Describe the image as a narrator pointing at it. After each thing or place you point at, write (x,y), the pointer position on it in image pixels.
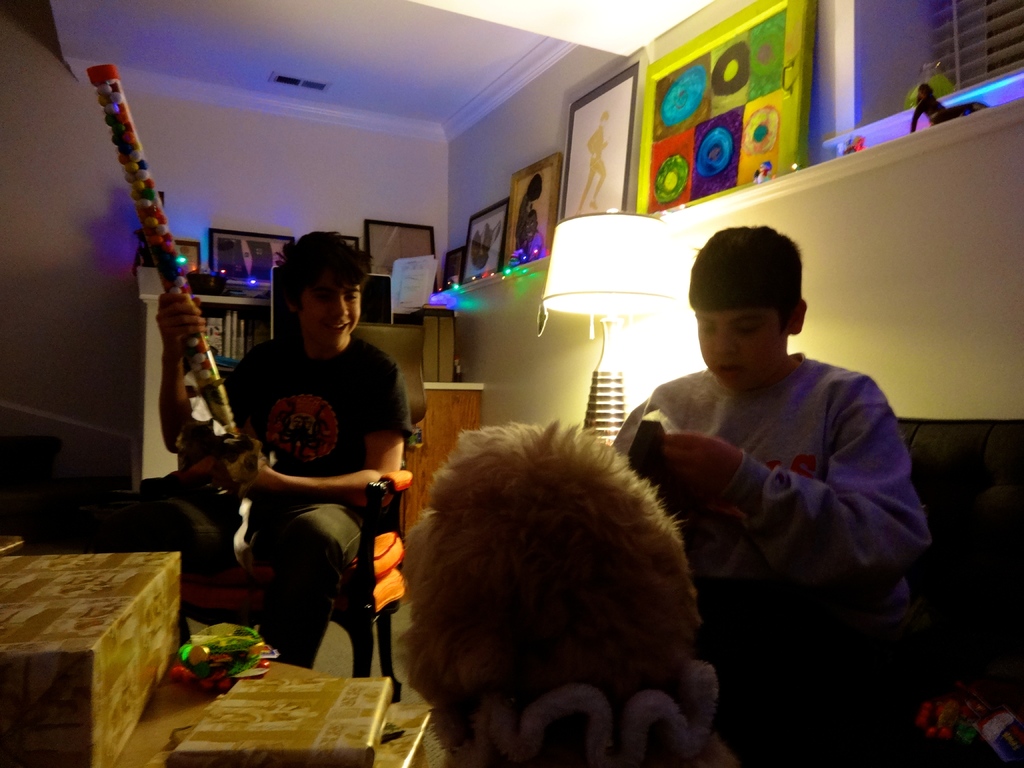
In this picture we can see two persons (289,433) sitting, at the left bottom (142,732) there is a table (147,735), we can see two boxes (244,700) present on the table (185,708), a person (319,541) in the background (324,430) is holding something, in the background (351,174) there is a wall (365,187), we can see photo frames (488,223) on the left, we can see books (229,334) on the rack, on the right side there is a lamp (618,326).
